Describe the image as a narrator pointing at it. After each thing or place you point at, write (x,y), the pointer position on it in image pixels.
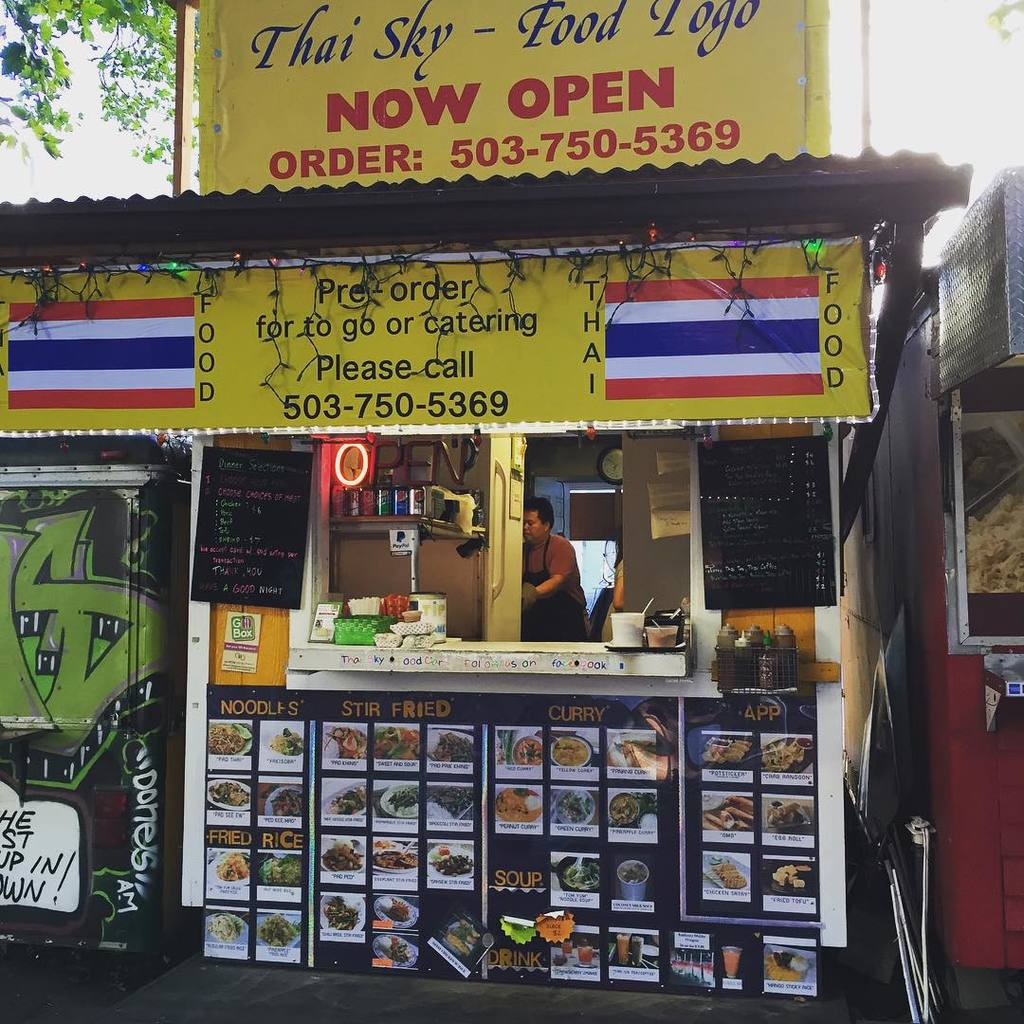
In this image we can see stores (440,582), beverage tins (354,496), menu boards (290,517), clock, spices (661,646) in the plastic containers (651,636), condiments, advertisement boards (541,163), name boards (527,165) and sky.
